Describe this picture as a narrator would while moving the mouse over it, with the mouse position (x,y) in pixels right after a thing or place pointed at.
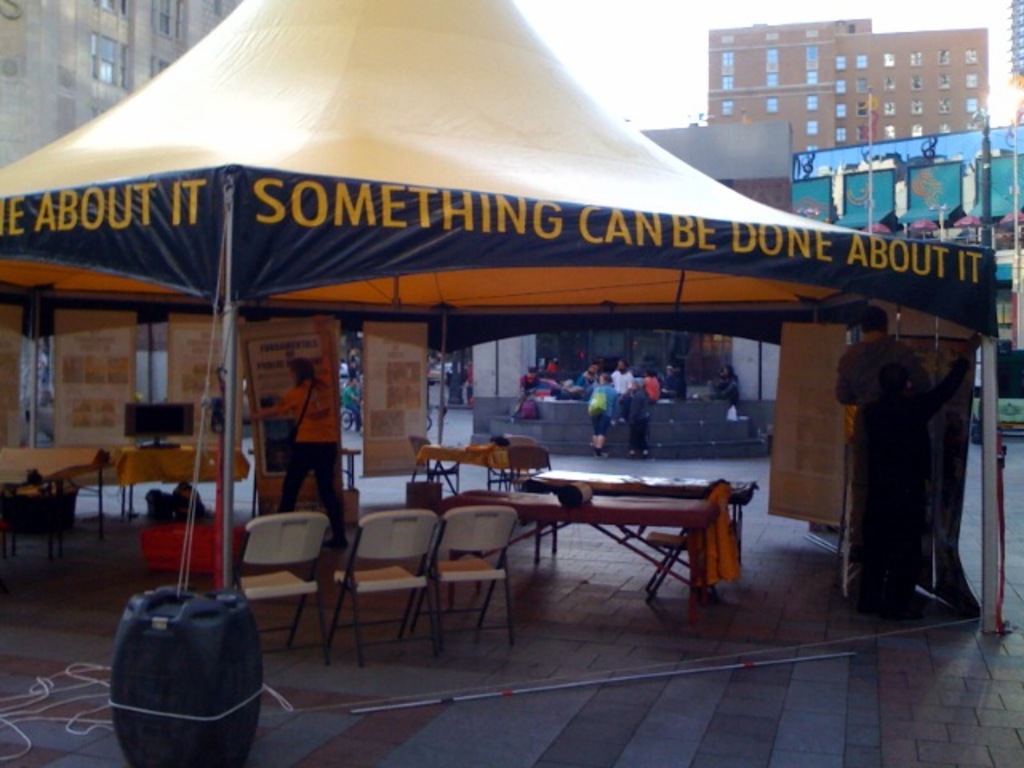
The image is outside of the city. In the image on right side (839,377) there are two people (883,477) who are standing behind the hoarding (920,335). On left side (321,385) we can see another person (317,422) holding a another hoarding (332,367), in background (639,391) there are group of people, buildings (750,379) and a yellow color umbrella (573,142) and sky (629,29) is on top (640,23).
